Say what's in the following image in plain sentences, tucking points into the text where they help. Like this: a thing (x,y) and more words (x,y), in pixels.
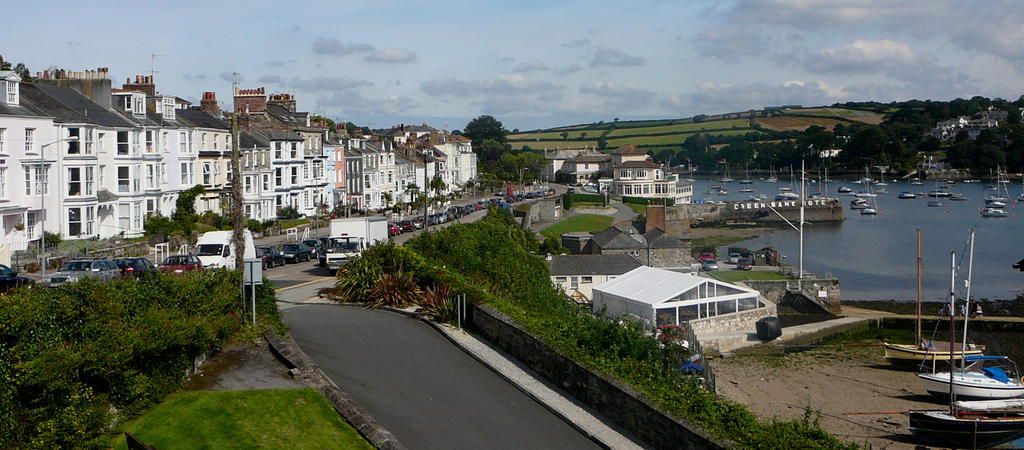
In the picture we can see a road (474,387) with many cars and beside it we can see house buildings (15,162) with windows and on the opposite side we can see some plants (501,225) and behind it we can see some houses (580,267) and behind it we can see a lake (974,224) with some boats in it and in the background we can see some crops (651,141) and behind it we can see a sky (533,87) with clouds (999,32).
